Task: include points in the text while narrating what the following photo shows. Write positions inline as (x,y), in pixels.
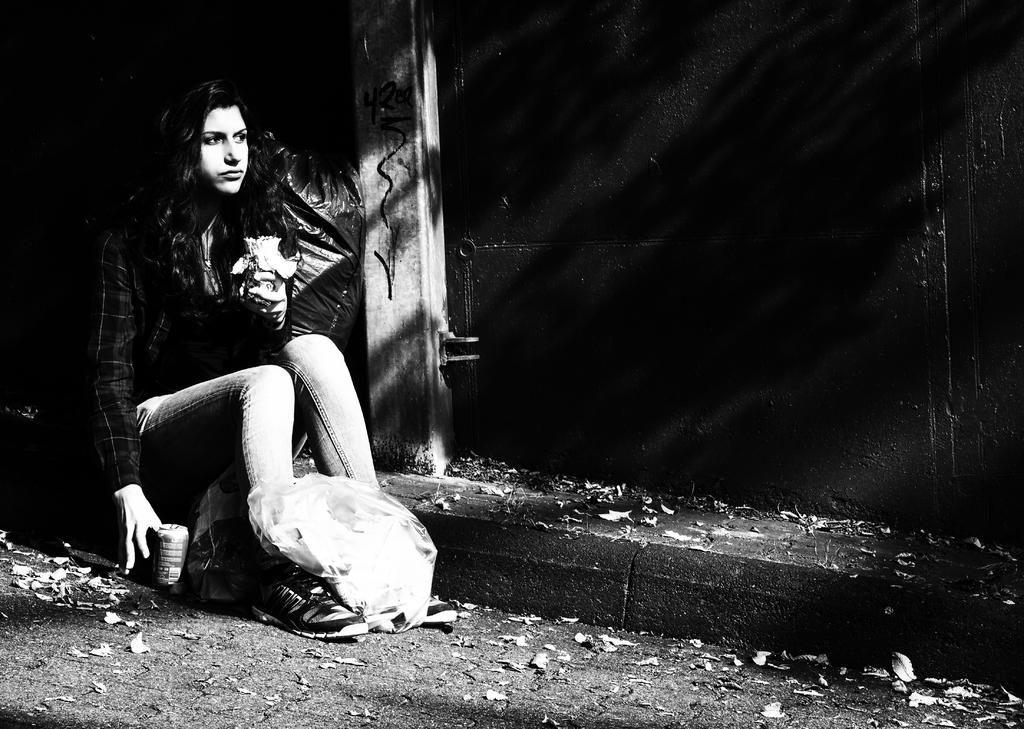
In this image we can see a woman (236,344) is sitting on the ground (440,477), there it is dark.
